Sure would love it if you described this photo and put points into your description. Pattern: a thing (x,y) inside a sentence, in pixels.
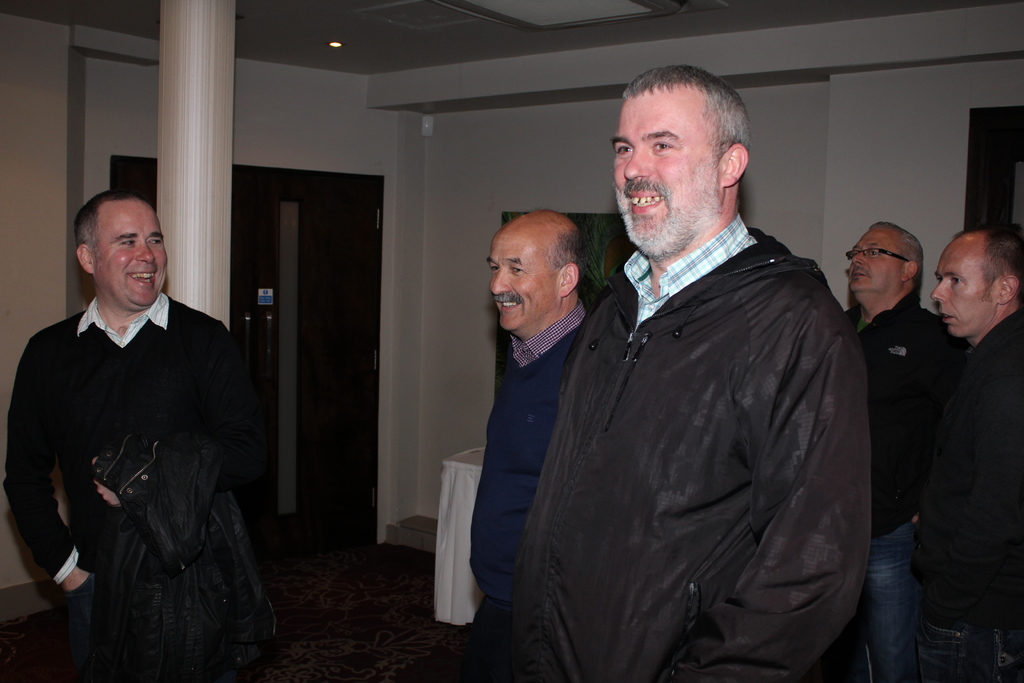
In this image, we can see people (696,271) standing and smiling and one of them is holding a coat (186,561). In the background (67,140), there is a pillar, door (322,181) and a wall (867,156) and we can see a table (458,487) with white cloth (453,502). At the top (335,43), there is light (333,44) and roof (571,50) and at the bottom (346,622), there is floor (337,622).
